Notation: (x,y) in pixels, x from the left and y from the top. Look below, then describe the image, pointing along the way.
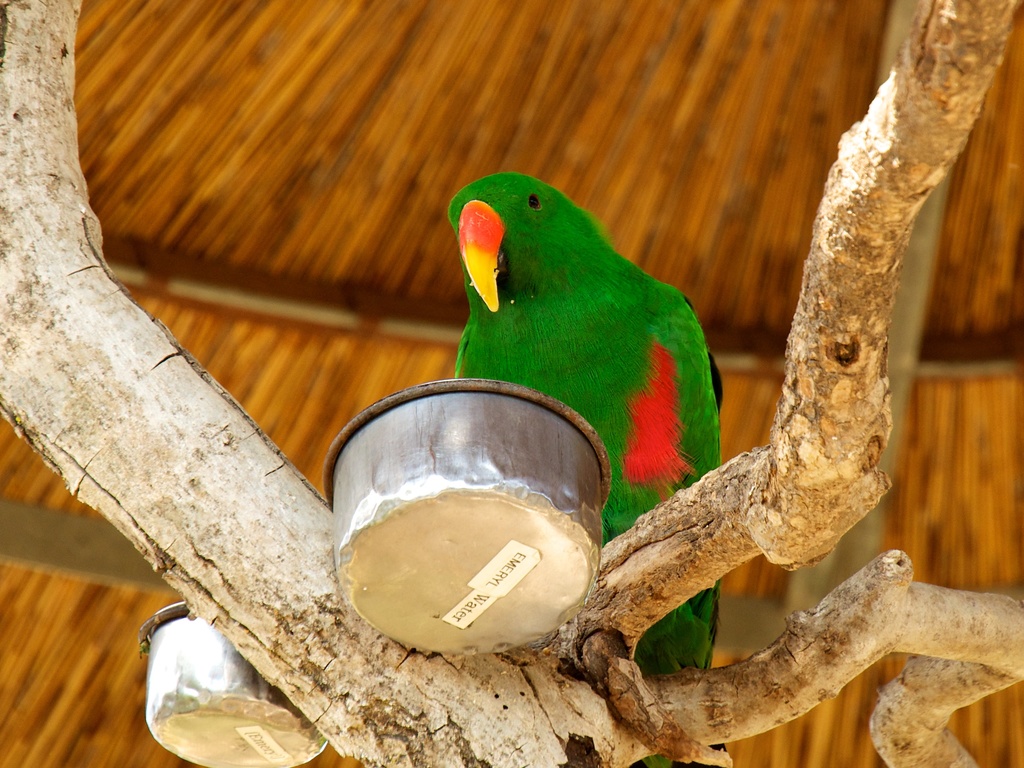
In the center of the image (530,270), we can see a bird (602,289) on the branch (345,608) and there are some bowls (420,576) and we can see some stickers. At the top (367,93), there is a roof (471,71).
